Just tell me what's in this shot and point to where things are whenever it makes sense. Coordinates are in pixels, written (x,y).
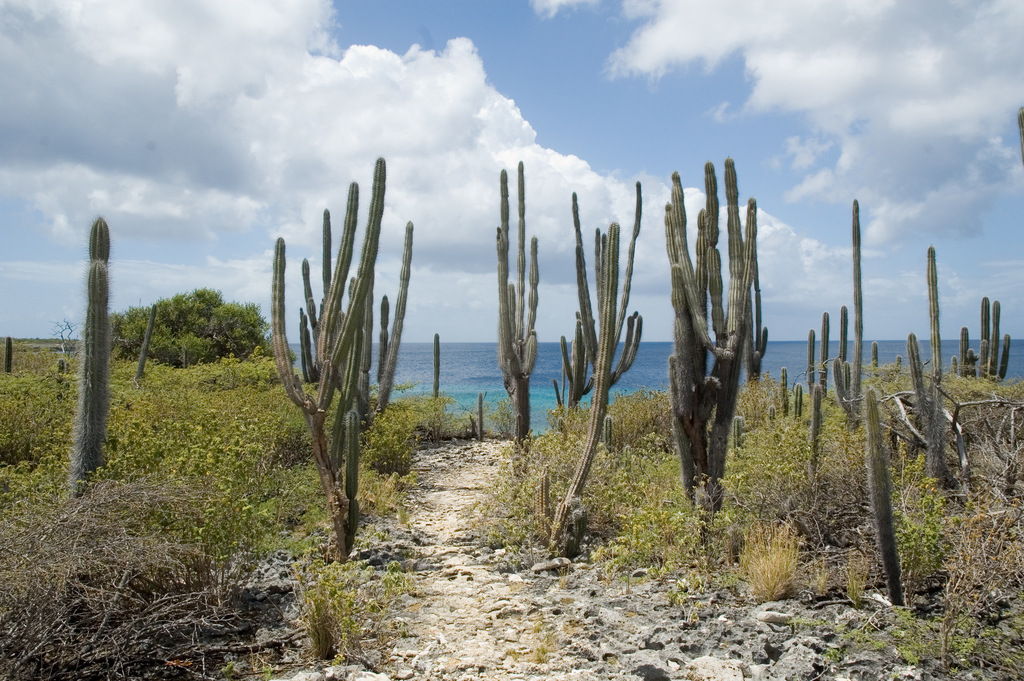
In this picture we can see many cactus plants (278,319). In the background (654,362) we can see the ocean (798,360). On the left (187,325) we can see trees (200,314), plants (108,428) & grass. At the top (821,135) we can see the sky (491,86) and clouds (797,50).
